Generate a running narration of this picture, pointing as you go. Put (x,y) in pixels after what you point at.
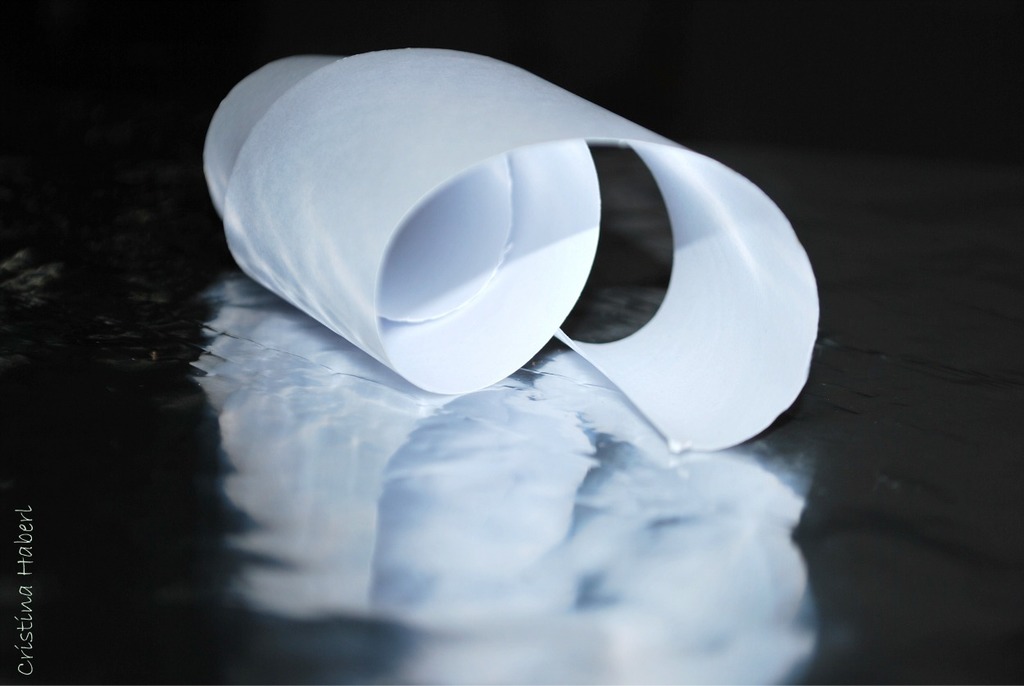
In this image I can see the paper roll (544,208) and it is on the black color surface (136,442).
